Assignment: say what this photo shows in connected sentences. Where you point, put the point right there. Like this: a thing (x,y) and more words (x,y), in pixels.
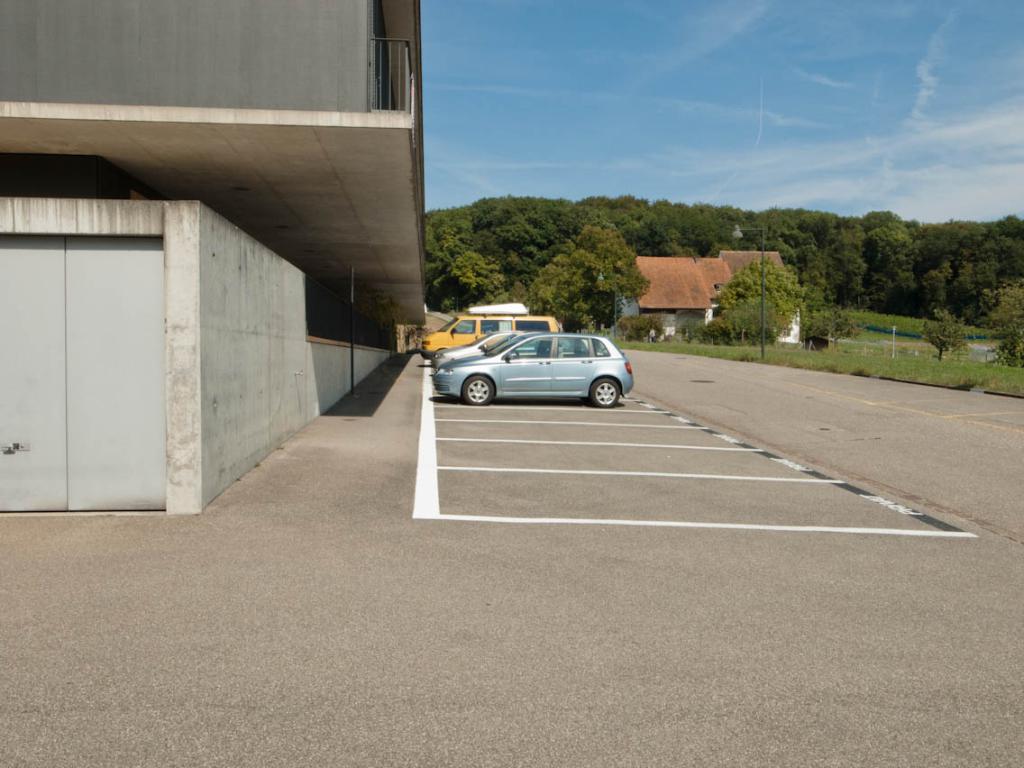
In this picture I can see couple of buildings (652,287) and few cars (448,344) parked and on the back (740,221) and I can see few trees (996,268) and grass (876,356) on the ground (889,334) and a blue cloudy Sky (597,107).
